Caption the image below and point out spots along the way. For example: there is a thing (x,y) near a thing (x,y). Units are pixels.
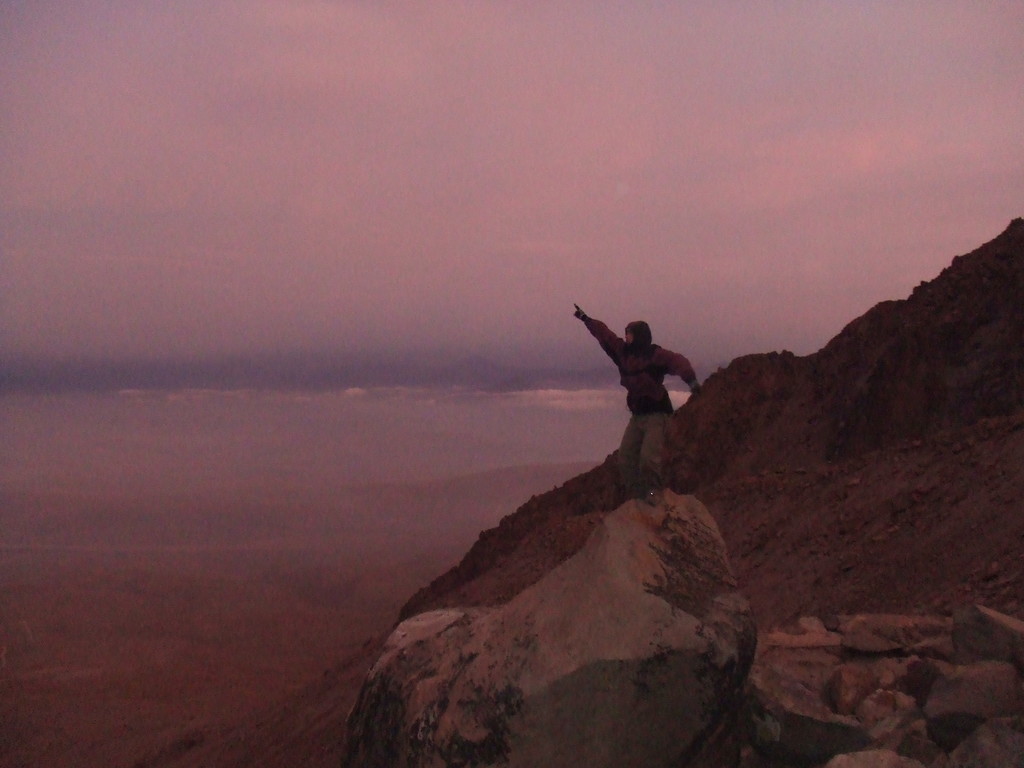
In this image I can see number of stones (629,592). In the front (634,491) I can see one person (643,408) is standing on the stone (691,517). In the background (507,442) I can see clouds (211,234) and the sky (413,309).
